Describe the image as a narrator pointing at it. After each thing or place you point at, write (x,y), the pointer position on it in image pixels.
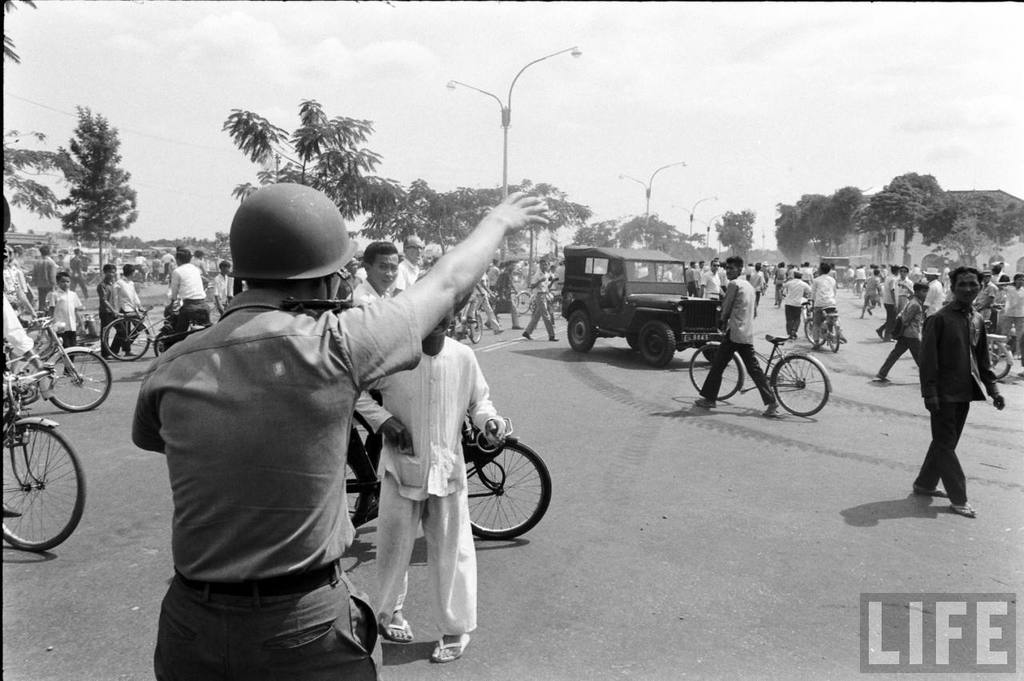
This is a black and white picture. here we can see some persons (827,295) riding bicycles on the road (672,478) and there are vehicles (644,317). These are street lights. At the top (995,31) there is a sky (519,131).
